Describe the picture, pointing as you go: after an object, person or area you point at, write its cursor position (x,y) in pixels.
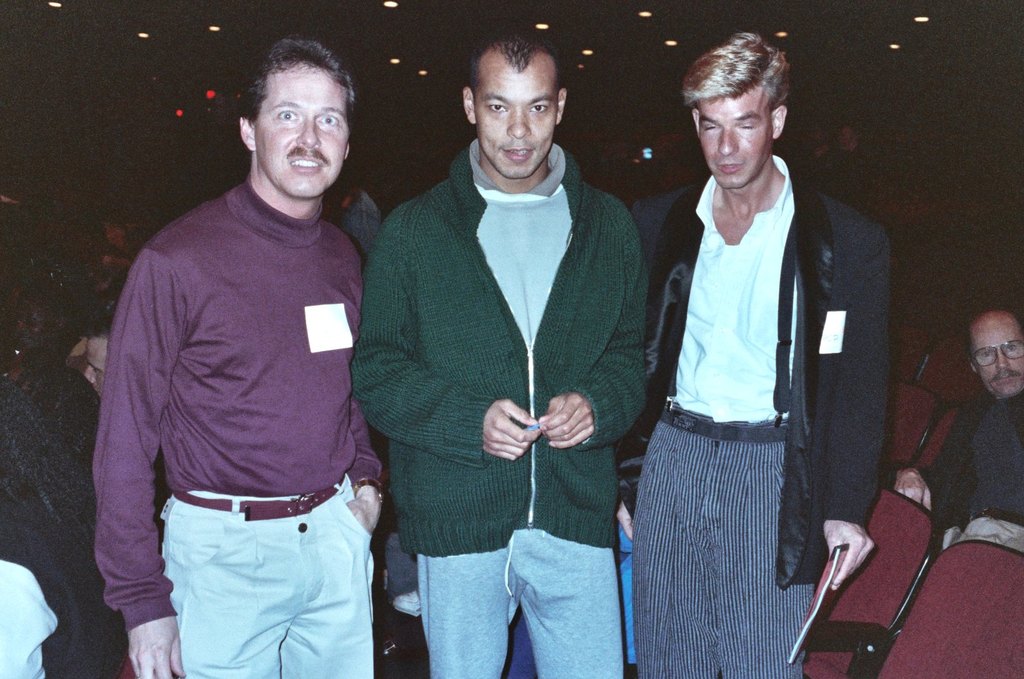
Here we can see three people (749,134). Background (961,505) there are chairs (841,614), people (998,407) and lights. This person (799,255) is holding a book (802,648).
